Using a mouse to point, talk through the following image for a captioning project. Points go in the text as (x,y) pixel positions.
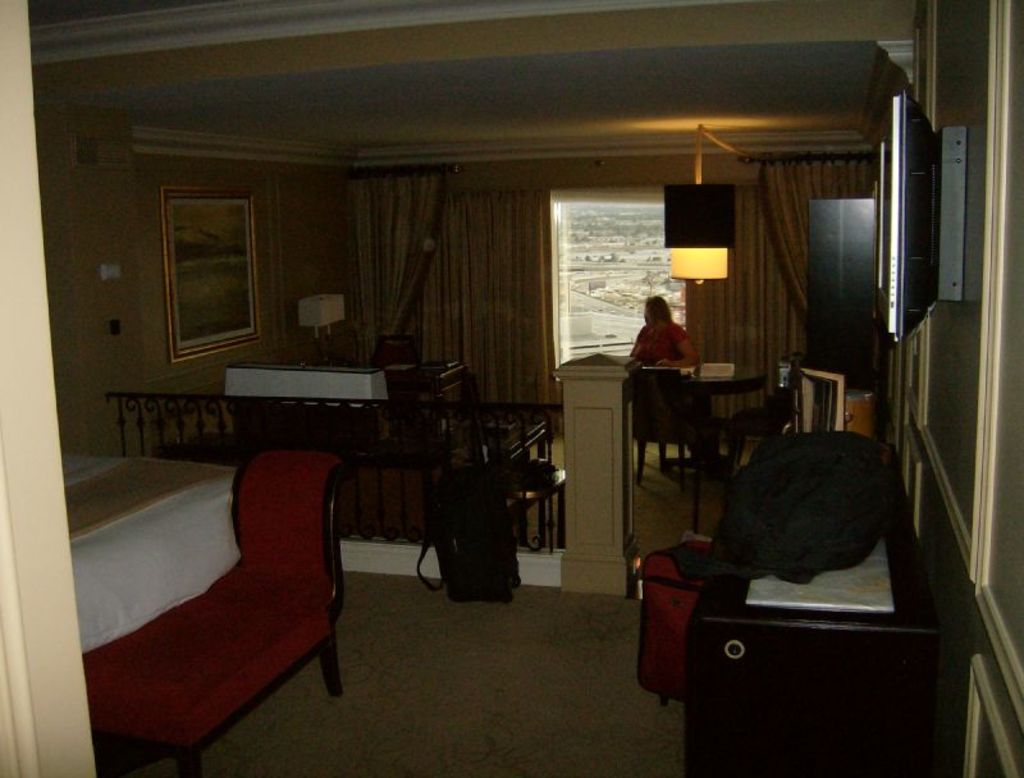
In this image we can see a person (658,349) sitting. In front of the person (638,360) there are few objects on a table (698,386) and a chair (643,422). In the foreground (540,526) we can see an iron railing (379,490), couch (303,563) and a bed (190,518). On the right side (788,533), we can see few objects (745,546) on a table (831,642) and a wall (1012,518). On the wall (1001,529) a television (937,156) is attached. On the left side (229,280), we can see a pillar (43,410) and a frame (164,196) attached to the wall (159,332). Behind the person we can see the curtains (452,234) and a window (657,226). Through the window (626,255) we can see the ground (594,303) and plants (614,225).
